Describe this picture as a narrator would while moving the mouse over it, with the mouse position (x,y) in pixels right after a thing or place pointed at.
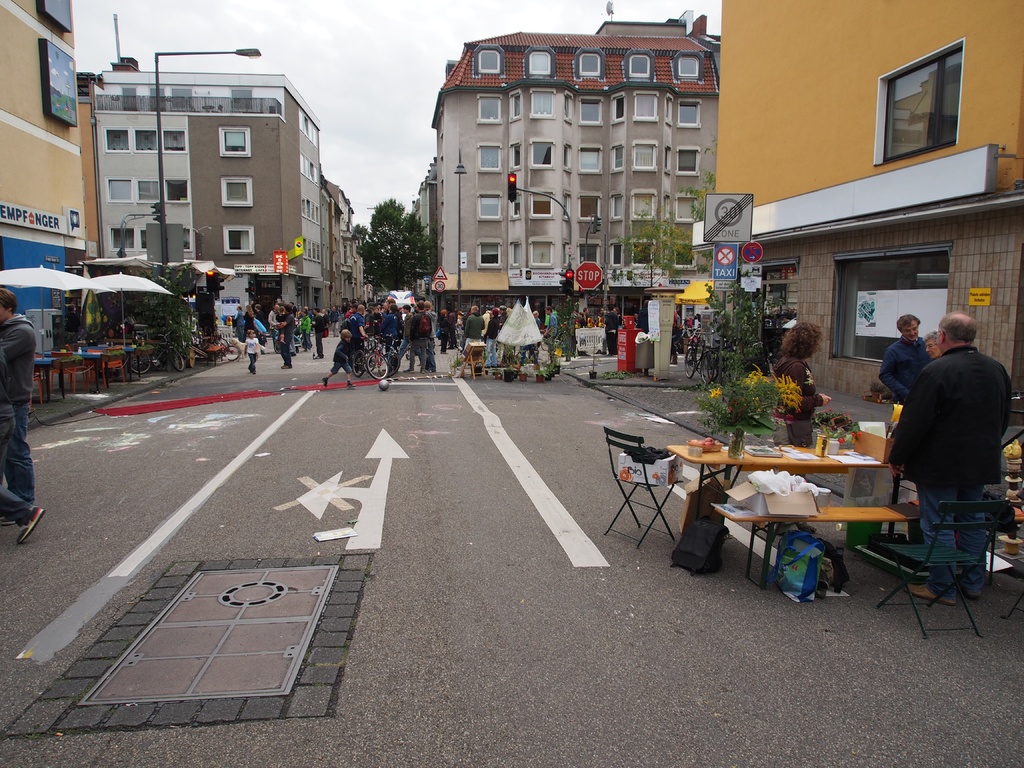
This picture is clicked outside. On the right (870,521) we can see the tables (833,467), benches (889,516) and chairs (661,494) and many number of items (896,414) and we can see the group of people (913,407) standing on ground (940,625). In the center (371,304) we can see the group of people (435,325) seems to be walking on the ground (131,463) and there are some objects (214,346) placed on the ground (48,392) and we can see the white color umbrellas (66,284), boards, traffic light (510,180), poles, street light (217,50), buildings (120,131), trees (415,239) and the sky (399,96).
